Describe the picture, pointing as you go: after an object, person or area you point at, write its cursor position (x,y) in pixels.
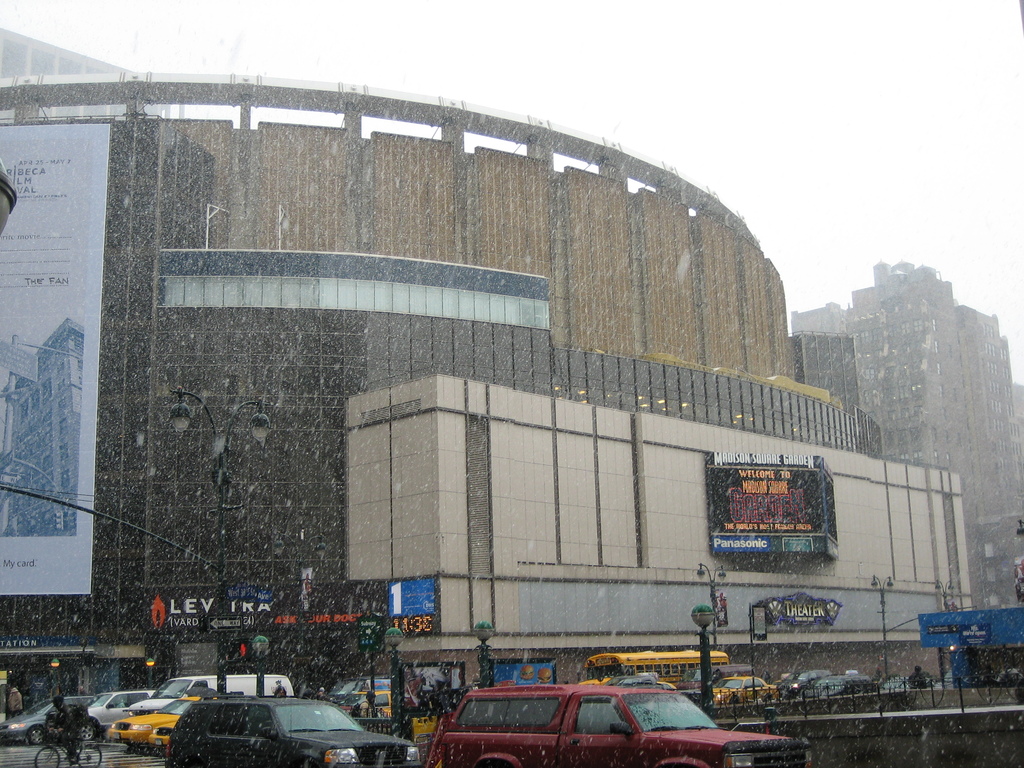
In this image, we can see vehicles (183,695) on the road (138,755) and we can see people (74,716) and there is a person (78,719) riding bicycle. In the background (488,398), there are buildings (657,444), boards (798,509), poles (882,649), lights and we can see railings (881,714). At the top (723,108), there is sky (665,117).
